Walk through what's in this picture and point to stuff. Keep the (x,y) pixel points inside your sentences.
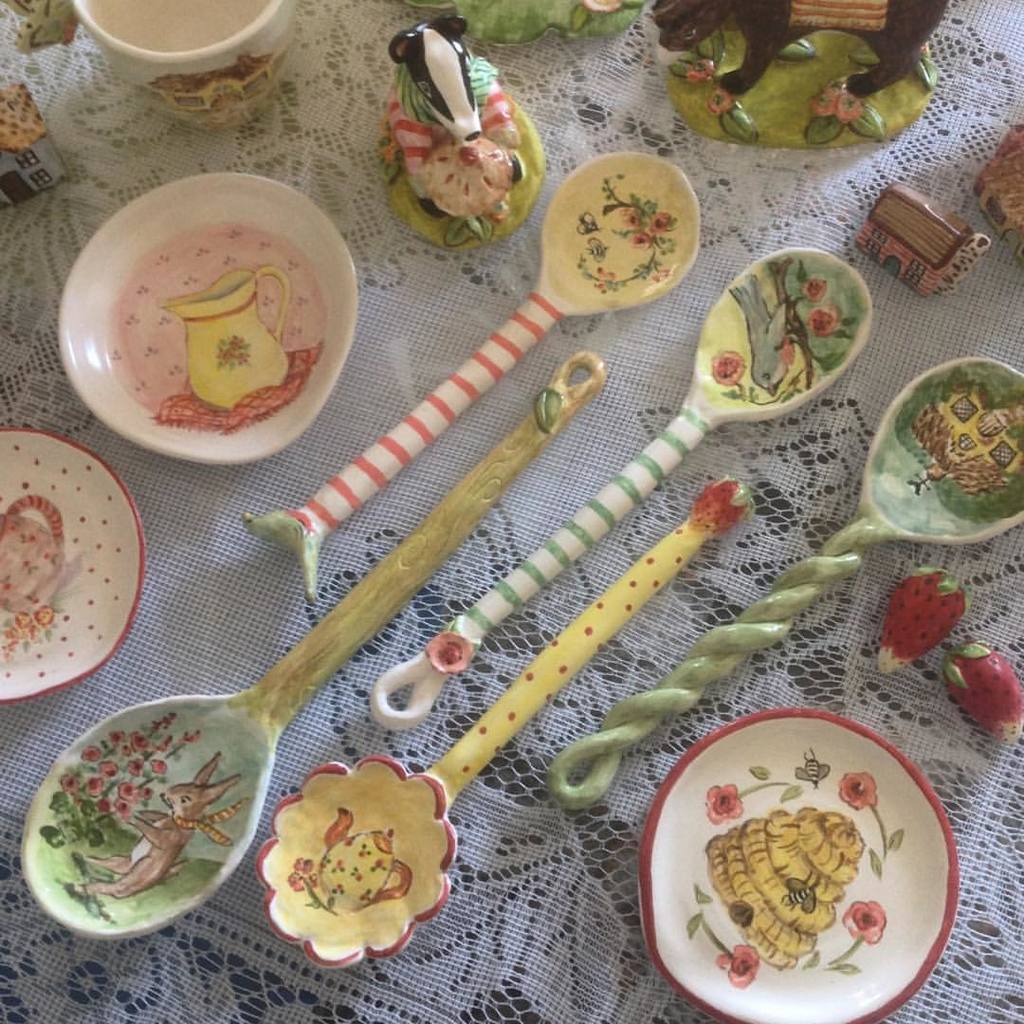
In this image I can see the colorful objects (166,430) like bowl (217,292), spoon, fruits (924,643), toys (501,112), cup (231,79), house (33,143) etc.
